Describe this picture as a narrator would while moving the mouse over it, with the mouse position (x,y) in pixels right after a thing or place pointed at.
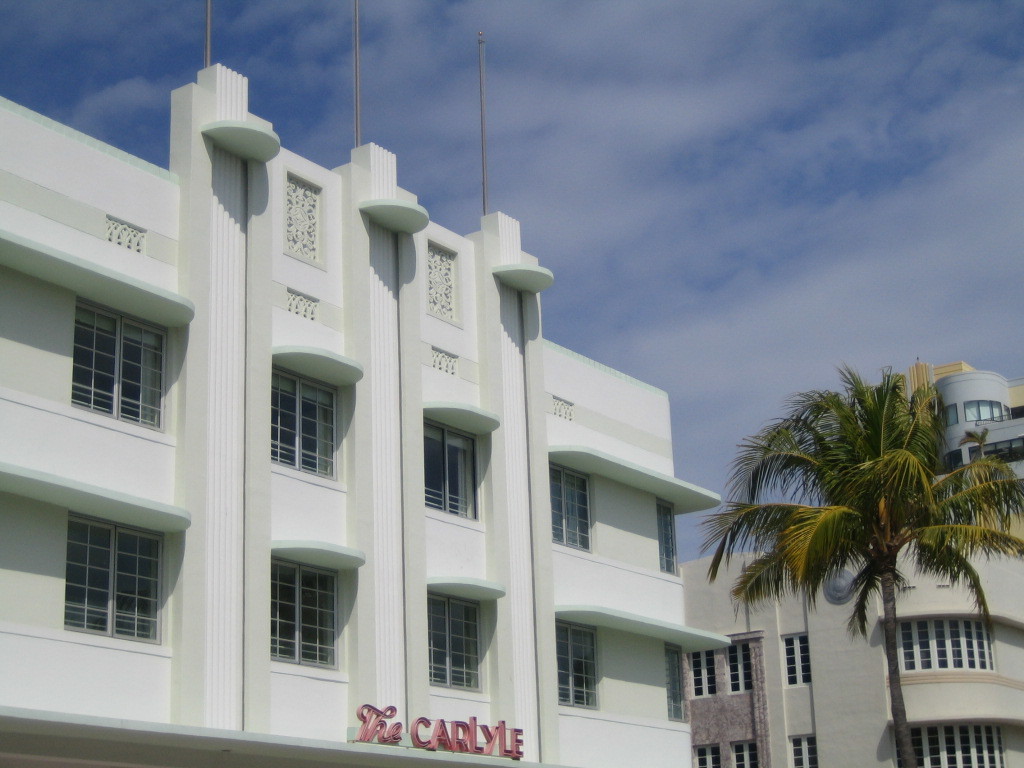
In the image there are buildings (647,626) in the back (997,614) with a tree (940,494) in front of it and above its sky (748,156) with clouds (578,139).
